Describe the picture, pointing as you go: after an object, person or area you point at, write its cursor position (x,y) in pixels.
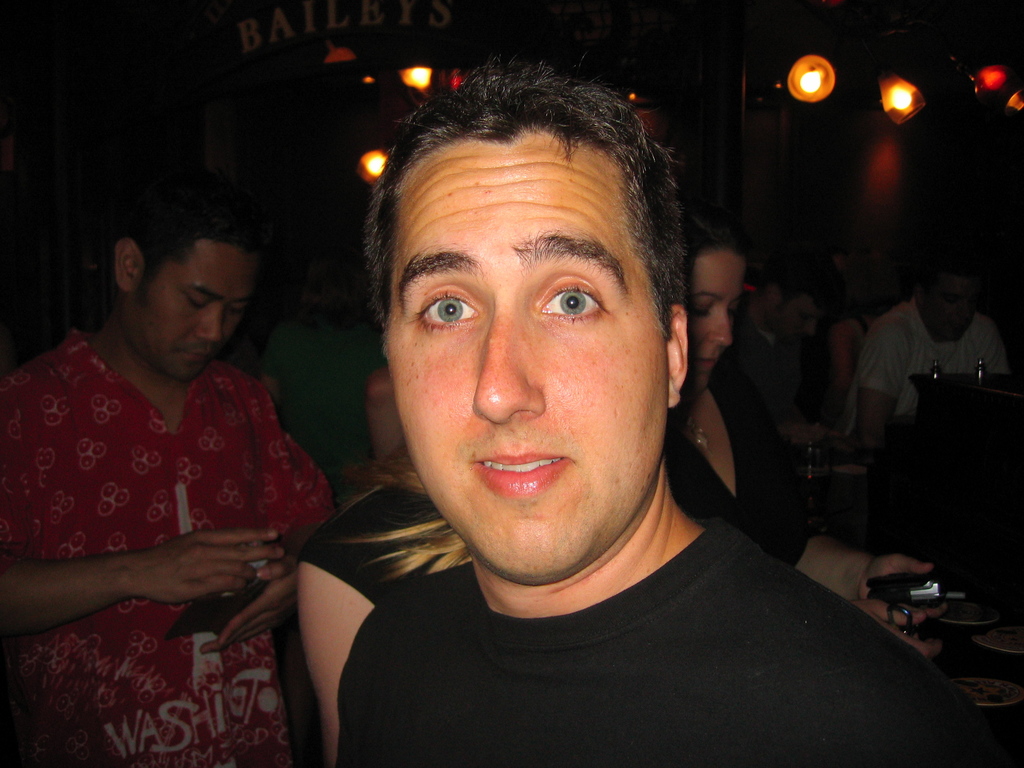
In this picture we can see some people (627,395), a man (86,502) on the left side (220,610) is holding a wallet (237,610), a woman (692,465) on the right side (706,451) is holding a mobile (917,594), there are some lights (809,73) at the top of the picture (820,84), we can see a dark background (116,59).
